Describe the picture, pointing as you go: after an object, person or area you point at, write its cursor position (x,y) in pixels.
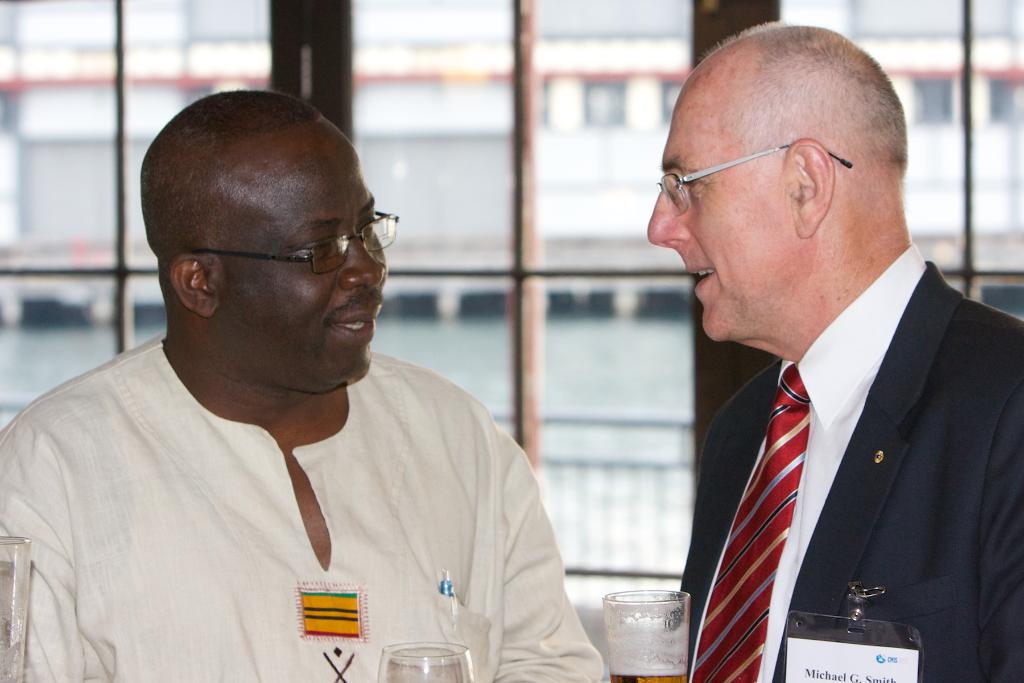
In this picture there is a man (405,395) who is wearing spectacle (373,238) and white shirt (453,570). On the right (694,99) we can see another man (797,327) who is wearing spectacles (683,190) and suit (876,524). In the bottom left corner (6,578) there is a water glass (7,606). In the background (448,226) we can see the doors (412,151) and windows (592,306), through that we can see the bridge (592,310), water (600,355) and building (569,100).
